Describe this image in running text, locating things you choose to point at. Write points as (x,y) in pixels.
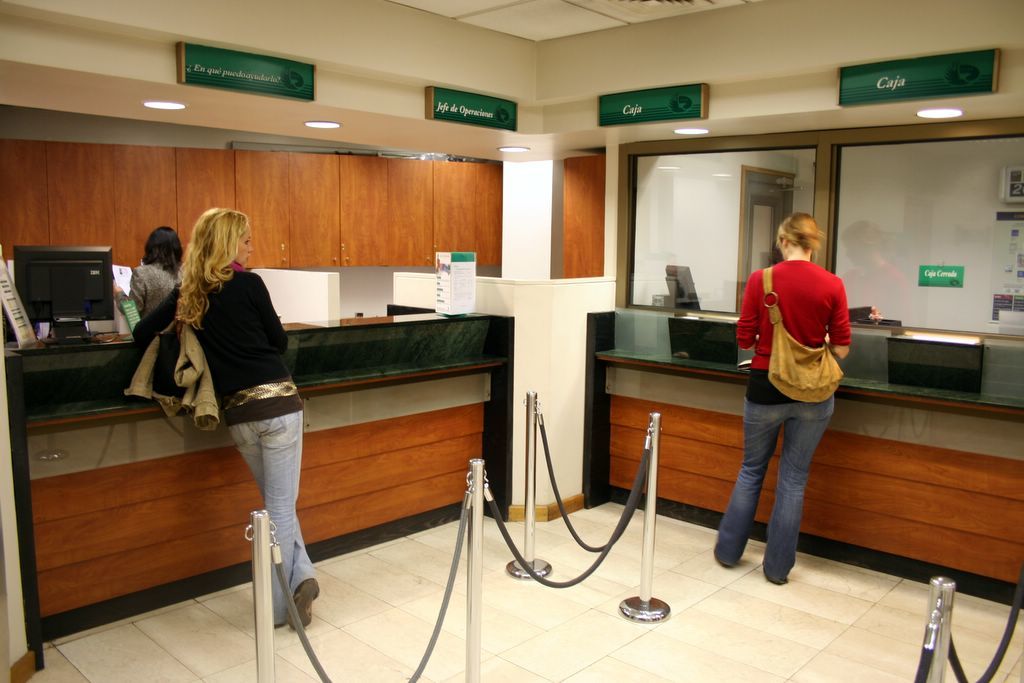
In this picture we can see people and a fence (652,514) on the floor (592,512), here we can see monitors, boards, lights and some objects (695,348) and in the background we can see a wooden wall (1020,531).
